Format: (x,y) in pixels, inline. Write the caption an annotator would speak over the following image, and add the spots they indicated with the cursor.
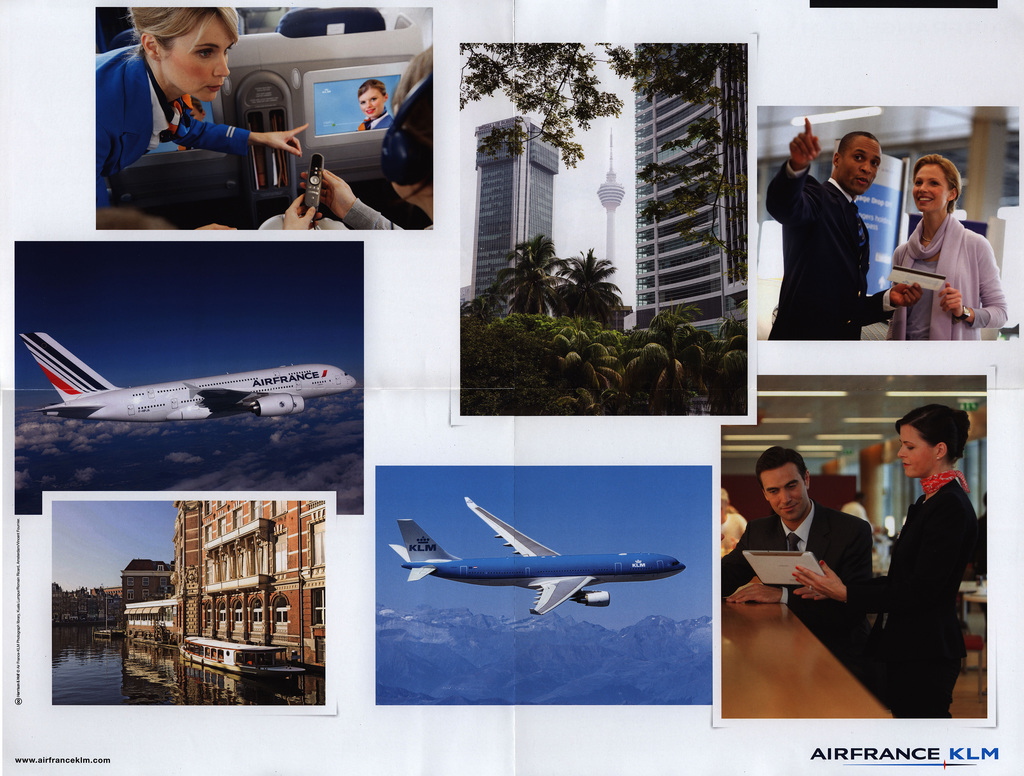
This is an edited image with the collage of images. On the right (953,465) there are two women (945,318) holding papers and standing on the ground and we can see the two men (838,256) wearing suits (824,538) and standing on the ground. In the background (890,197) there is a banner (890,183) on which the text (875,204) is printed and we can see the roof (833,408) and the ceiling lights (891,422). In the center (673,262) we can see the skyscrapers (514,247), trees (576,266) and a tower (607,188). At the bottom (622,580) there is an airplane (527,553) flying in the sky (678,548) and we can see the hills (519,662). At the bottom left corner (146,576) we can see the sky (106,544), buildings (121,597) and a water body (90,636) and there is an airplane (314,384) flying in the sky (234,425). At the top left corner (224,60) there is a woman (110,87) leaning and a person (311,215) seems to be sitting on the chair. In the background (320,71) there is an object (319,49).
